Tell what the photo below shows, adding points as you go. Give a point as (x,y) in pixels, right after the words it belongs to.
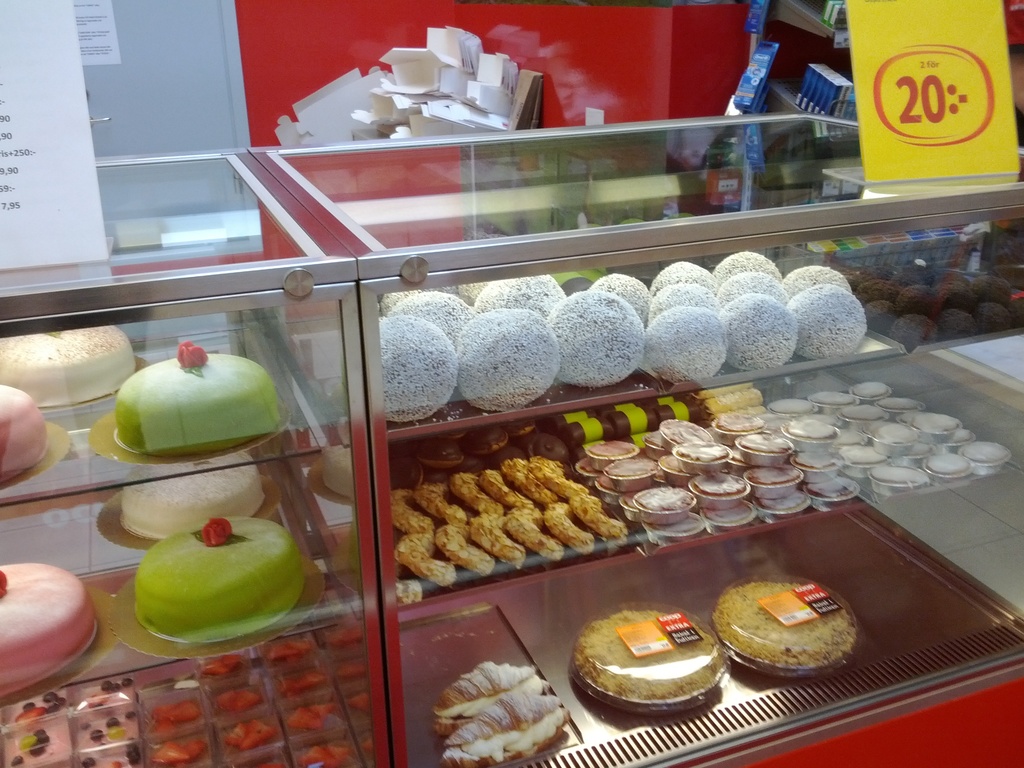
In this image we can see some food items (488,486) on the racks (457,497), there are boxes (434,75), boards (26,58) with text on it, there is a door (159,71), there are few other boxes (542,100), also we can see the wall (720,88).
